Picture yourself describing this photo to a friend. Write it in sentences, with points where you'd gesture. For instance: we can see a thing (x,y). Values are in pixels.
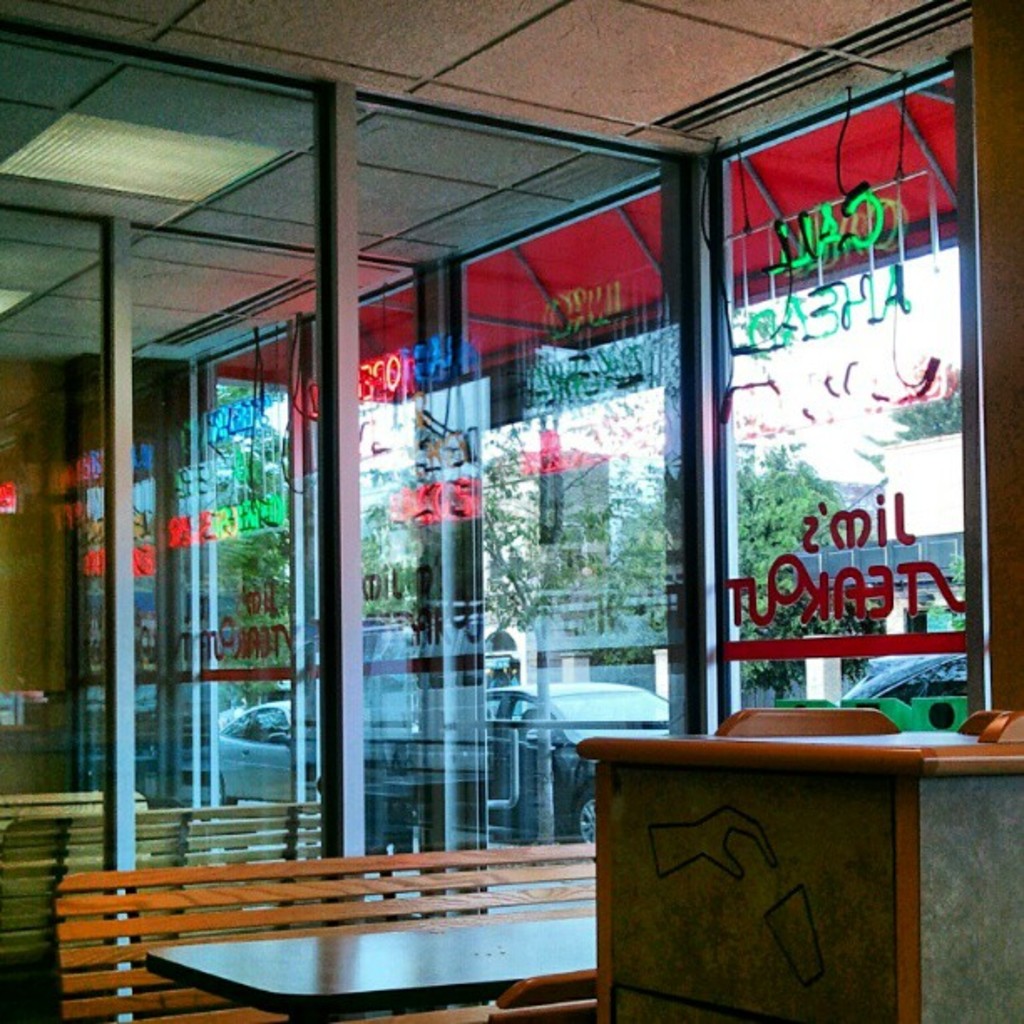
In this picture I can see a bench (120,928), table (364,952) and I can see dustbin (820,889) and I can see text (888,579) on the glass (934,626) and from the glass (776,624) I can see cars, trees (741,517) and a building (931,514).
